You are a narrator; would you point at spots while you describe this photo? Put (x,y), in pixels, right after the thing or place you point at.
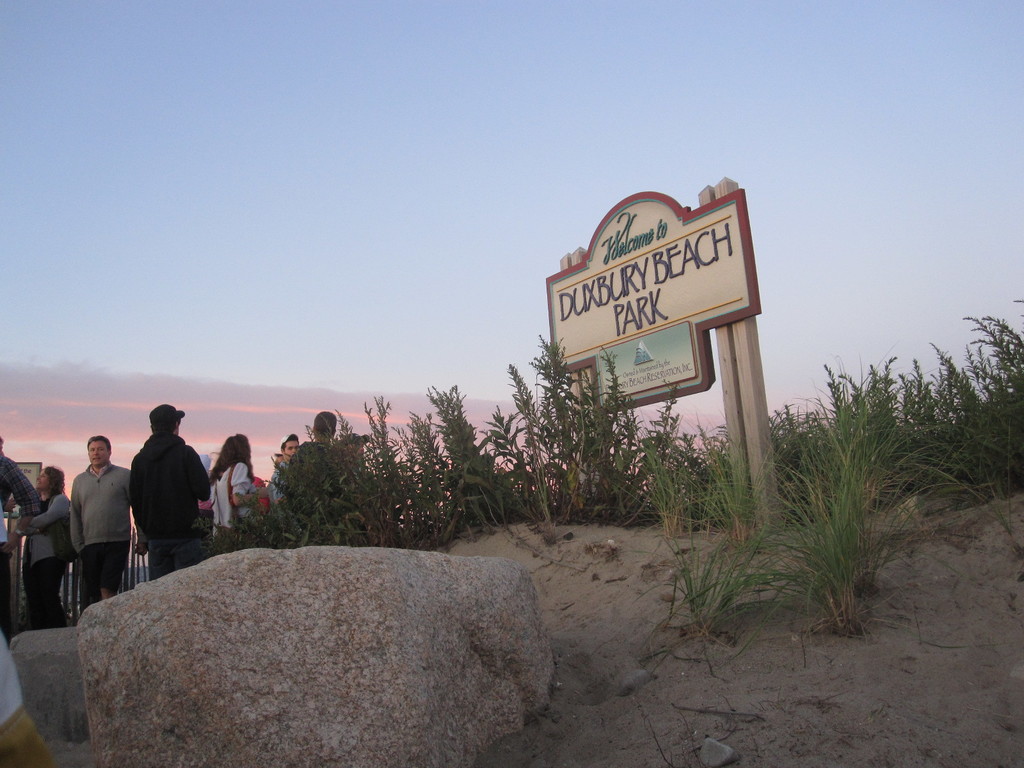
In this picture we can see rocks (362,654), sand (695,656) and grass (690,587) on the path (570,677). There are a few people (84,490) and plants (499,496) on the left side (177,542). We can see a board (720,246) on the wooden objects (753,463). Sky (102,331) is cloudy.
